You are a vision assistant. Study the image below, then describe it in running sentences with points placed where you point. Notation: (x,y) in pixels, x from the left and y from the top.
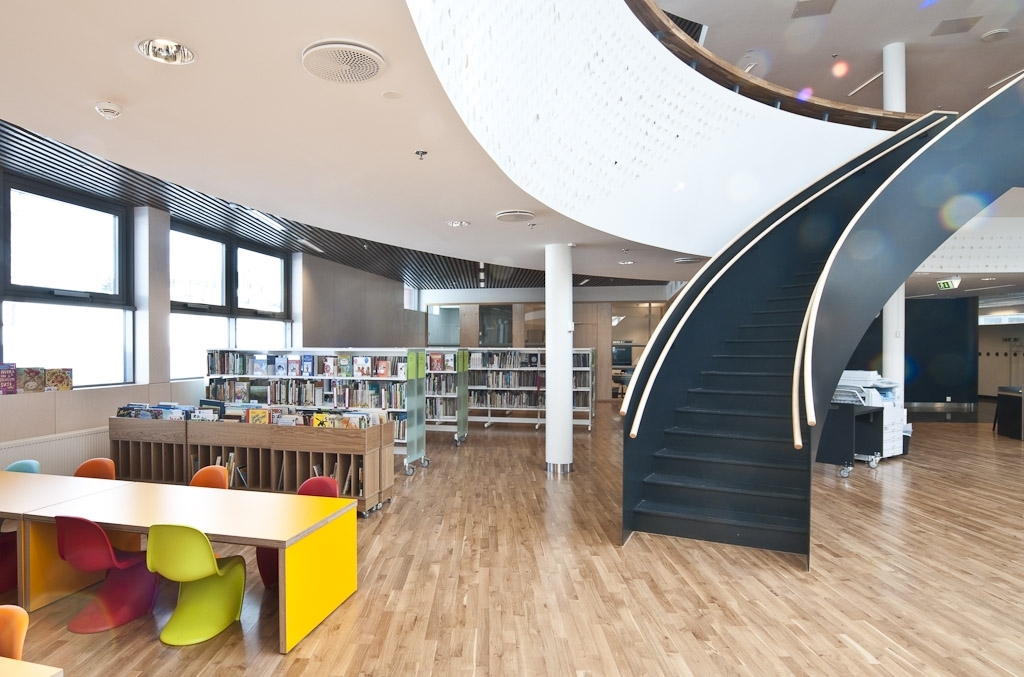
This image is taken inside a building (931,345). There are staircase (661,405). There is a table (264,501) and chairs (205,482). There are bookshelves (393,376). To the left side of the image (49,221) there are windows (77,308). At the bottom of the image (600,635) there is a wooden flooring (708,599). At the top of the image (855,50) there is ceiling (882,50).
